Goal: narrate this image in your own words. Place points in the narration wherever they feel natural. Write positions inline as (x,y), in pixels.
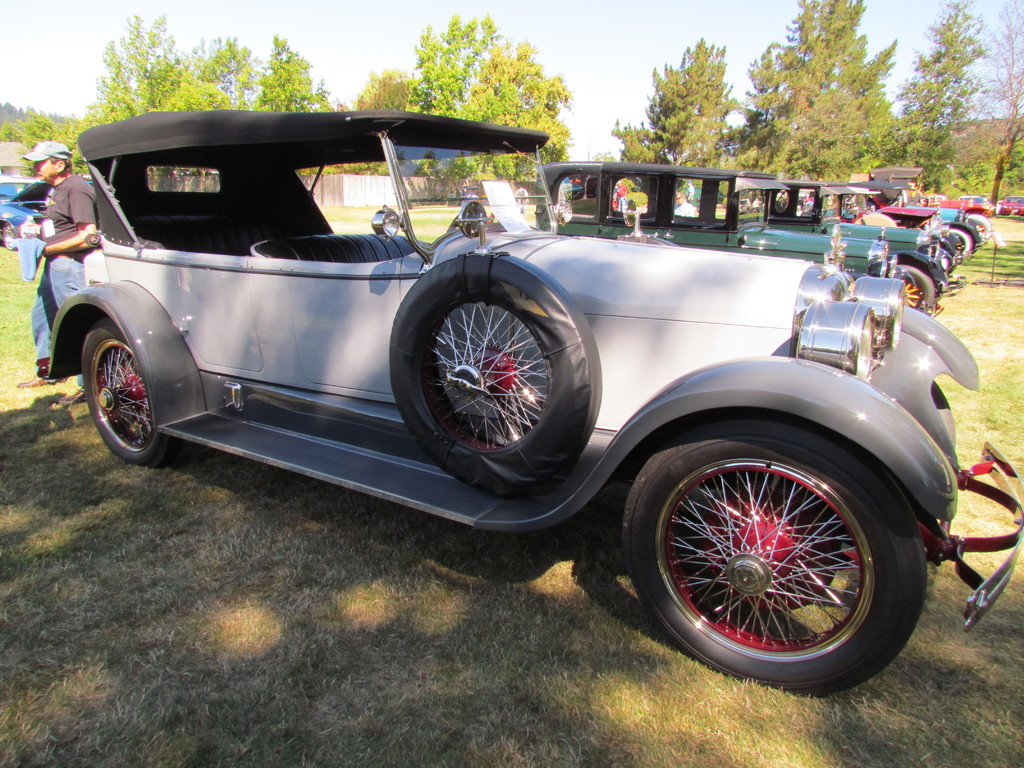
In this image, we can see some cars (762,396). There is a person (73,283) on the left side of the image (61,212) standing and wearing clothes (69,262). In the background of the image (168,70), there are some trees (504,117) and sky (628,48).
